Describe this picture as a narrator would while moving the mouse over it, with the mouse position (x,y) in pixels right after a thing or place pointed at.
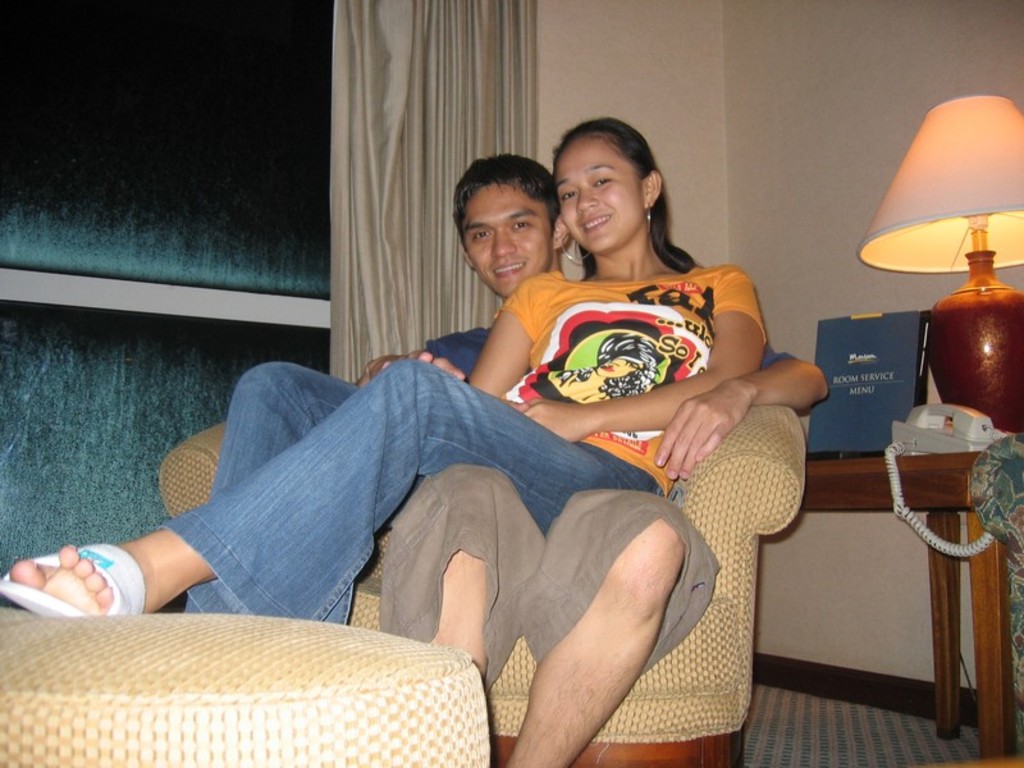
in this image we can see two persons (620,430) sitting in a chair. One woman (664,410) is wearing an orange shirt (582,293). To the left side of the image (278,665) we can see a stool (212,677). To the right side of the image (913,437) we can see a telephone (939,434), table lamp (1013,403) and a card (880,416) placed on the table (934,610). In the background (421,121) we can see the curtains (481,110).
